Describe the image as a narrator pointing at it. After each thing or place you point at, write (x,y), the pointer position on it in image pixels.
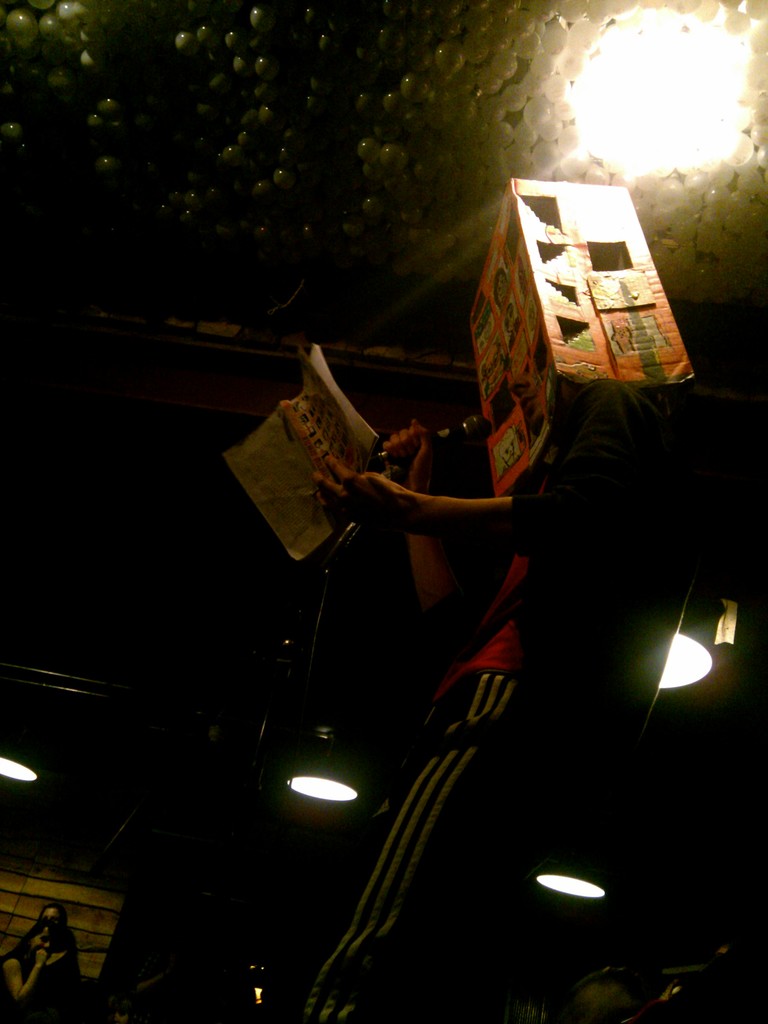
In this image I can see a person (498,625) standing and holding mic (484,429) and a book (349,423). He is wearing a cardboard box (578,308). Back I can see few lights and dark background (298,814).
